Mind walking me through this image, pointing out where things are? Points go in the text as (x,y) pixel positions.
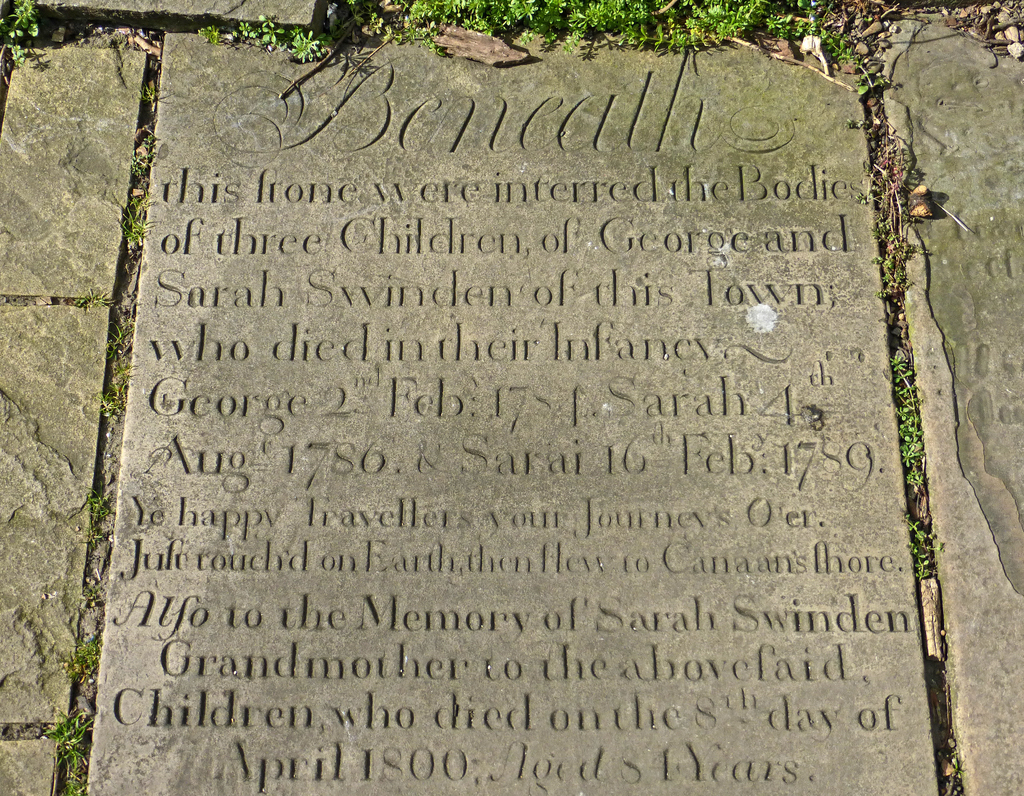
In this image, we can see few stones (61,353) and grass (791,3). There is something that is written on the stone (453,230). Here we can see text (717,302) and numerical numbers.
